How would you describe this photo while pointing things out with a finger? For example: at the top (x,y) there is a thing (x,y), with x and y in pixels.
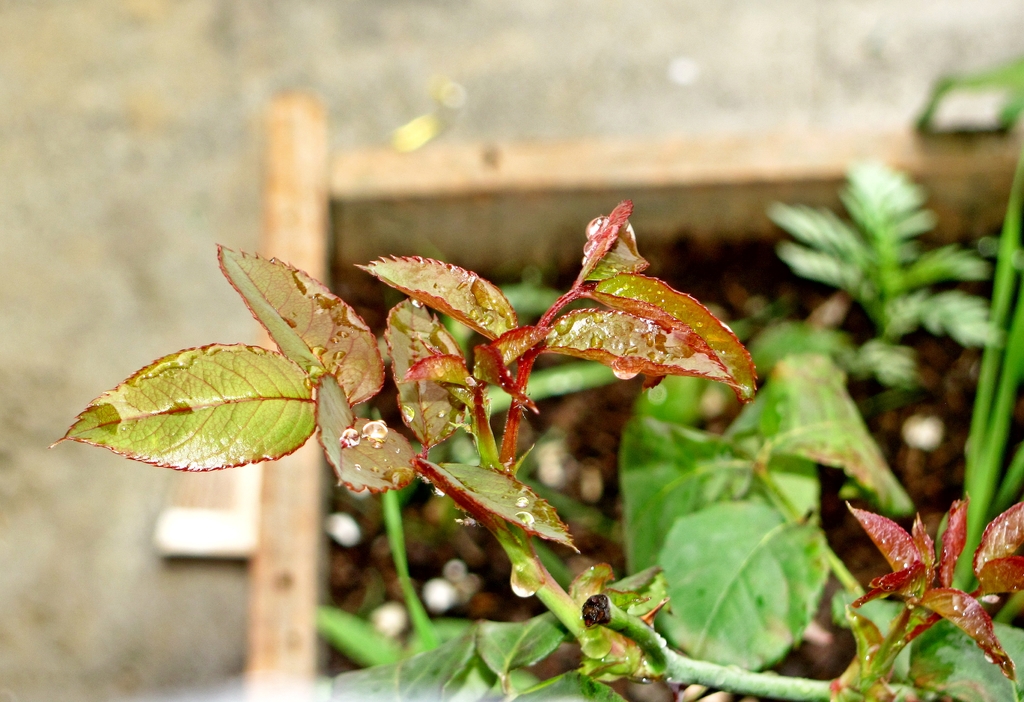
In this picture, there are plants (669,607) at the bottom (669,607) and the background (664,36) is blurred.
